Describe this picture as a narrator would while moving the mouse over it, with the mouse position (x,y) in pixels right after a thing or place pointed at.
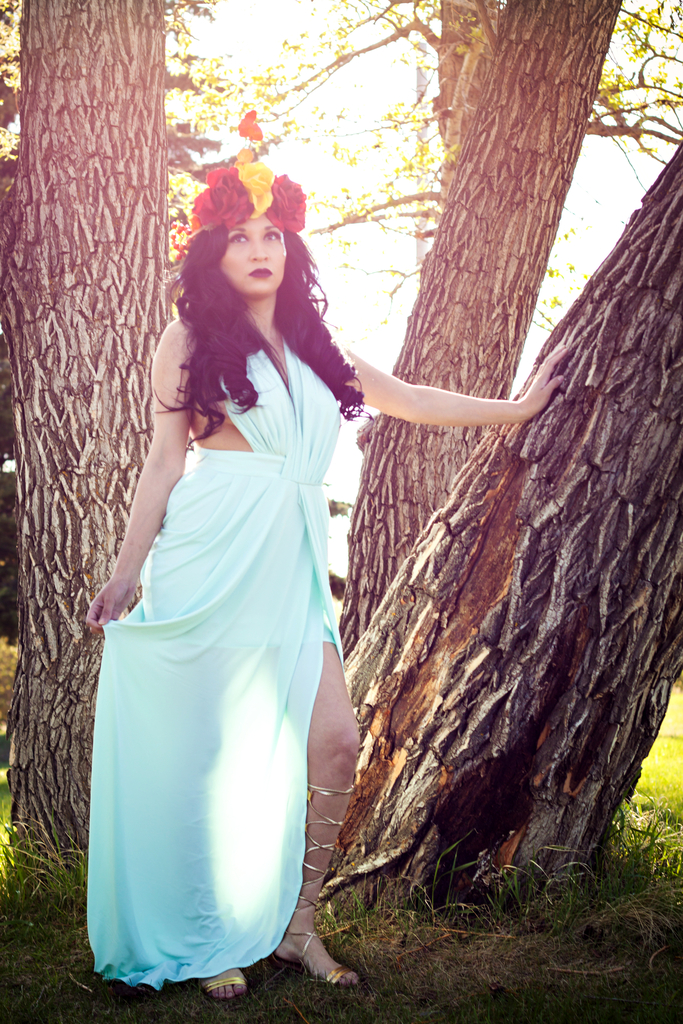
In this image we can see a woman (236,289) standing on the ground (451,939) and there are trees (425,666) in the background (543,171).
